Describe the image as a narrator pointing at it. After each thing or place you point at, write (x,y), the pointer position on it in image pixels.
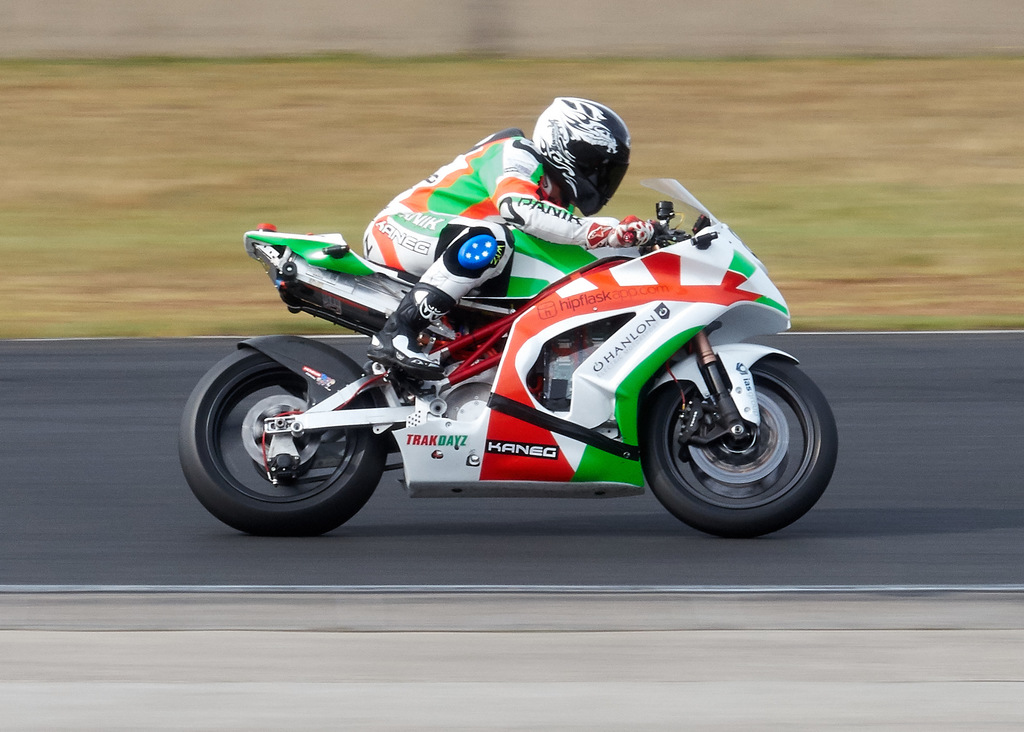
In this picture I can observe a person (416,214) driving a bike (382,325). The person (483,214) is wearing white and black color helmet (592,146). The bike (560,321) is in white, orange and green colors. The bike (282,410) is on the road (74,456) and the background (264,34) is blurred.
